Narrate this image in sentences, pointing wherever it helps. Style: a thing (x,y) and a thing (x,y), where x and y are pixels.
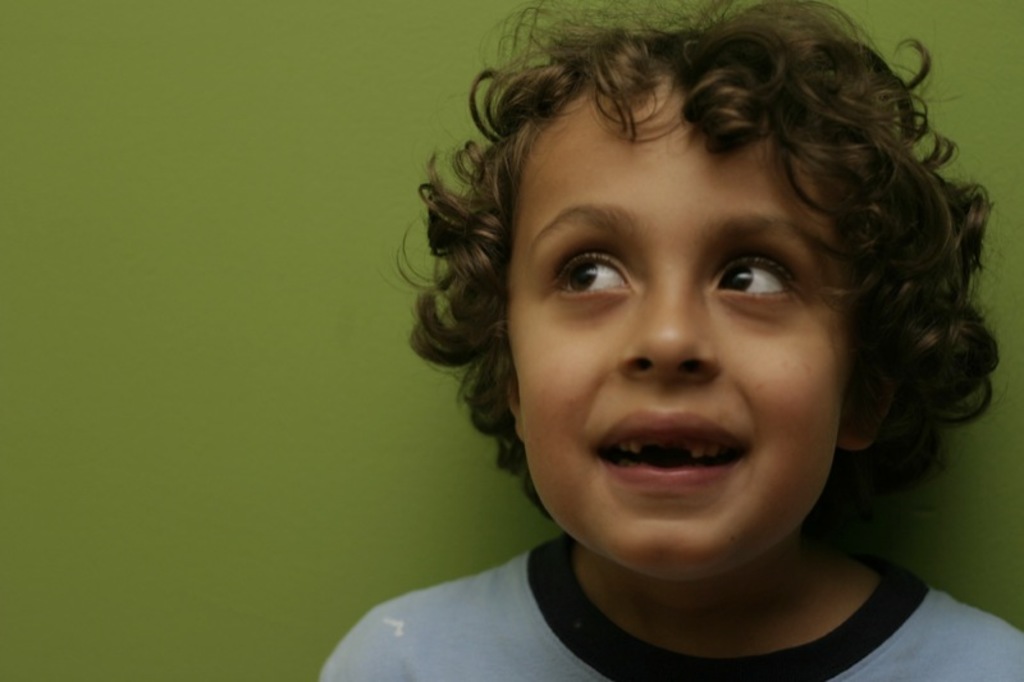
In this image in the foreground (798,331) there is one boy (787,494), and there is a green background (321,222).
